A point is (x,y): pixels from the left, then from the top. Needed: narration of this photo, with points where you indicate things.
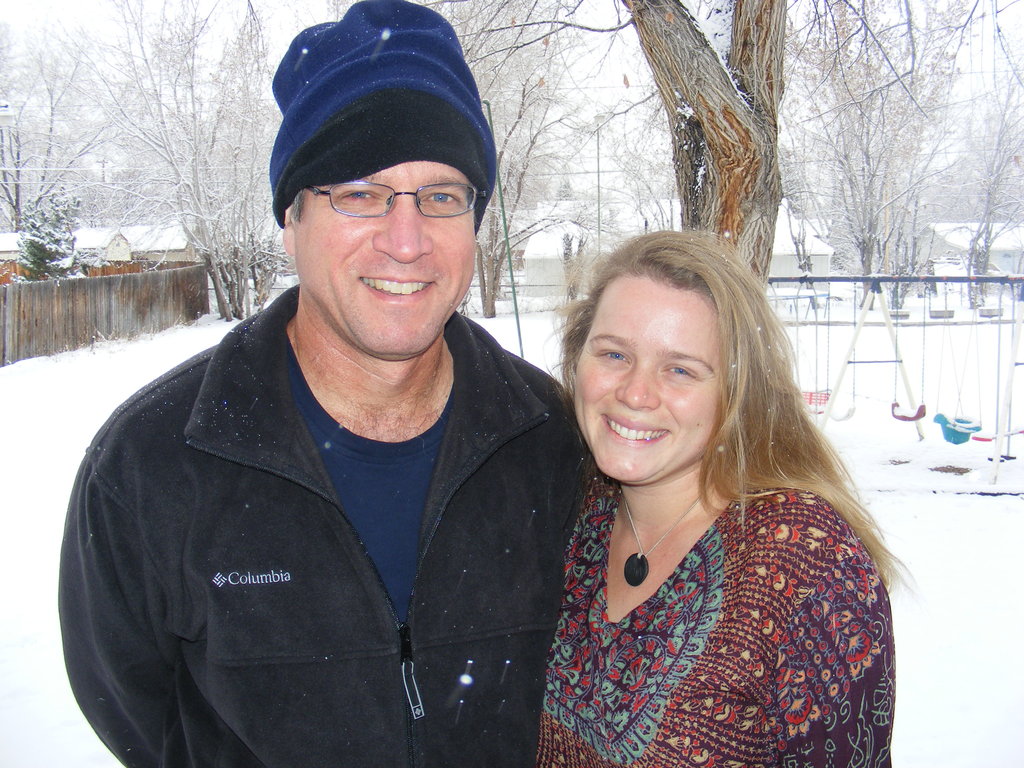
In this image I can see a man (308,372) and a woman (661,539). In the background (47,371), I can see the snow (56,377) and the trees (790,199).
